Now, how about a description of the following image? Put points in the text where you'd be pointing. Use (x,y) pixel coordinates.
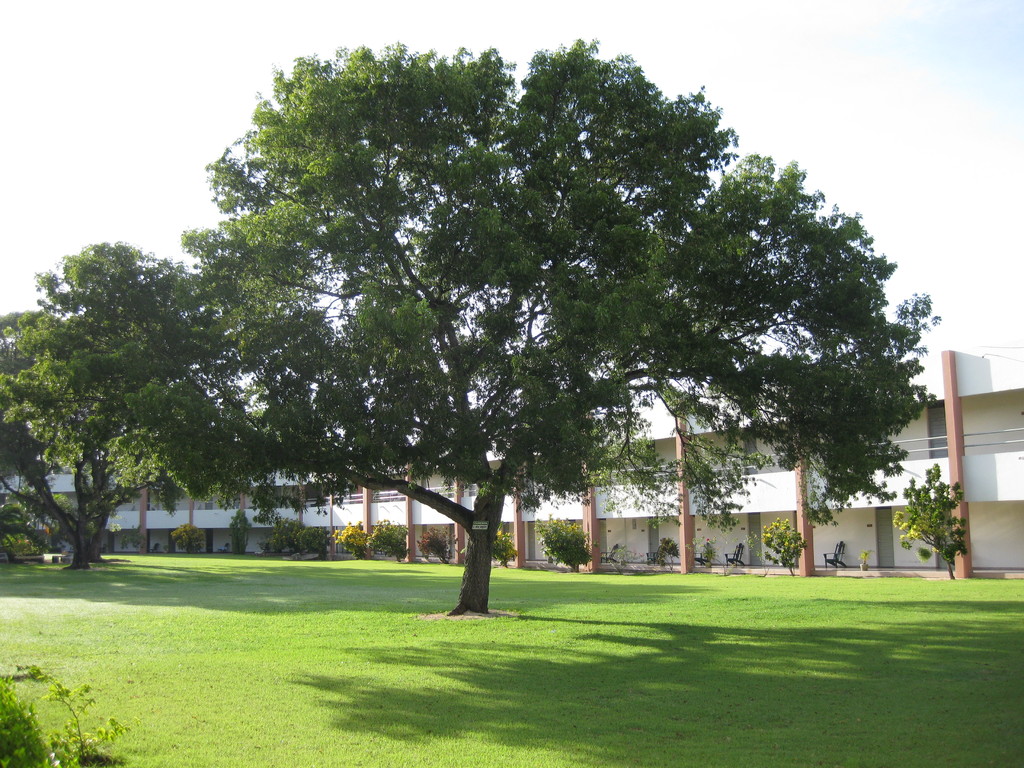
In this picture I can see green grass (337,631) in the foreground (331,629). I can see trees (339,487). I can see the building (592,489) on the right side (798,473). I can see clouds (325,51) in the sky (325,51).
